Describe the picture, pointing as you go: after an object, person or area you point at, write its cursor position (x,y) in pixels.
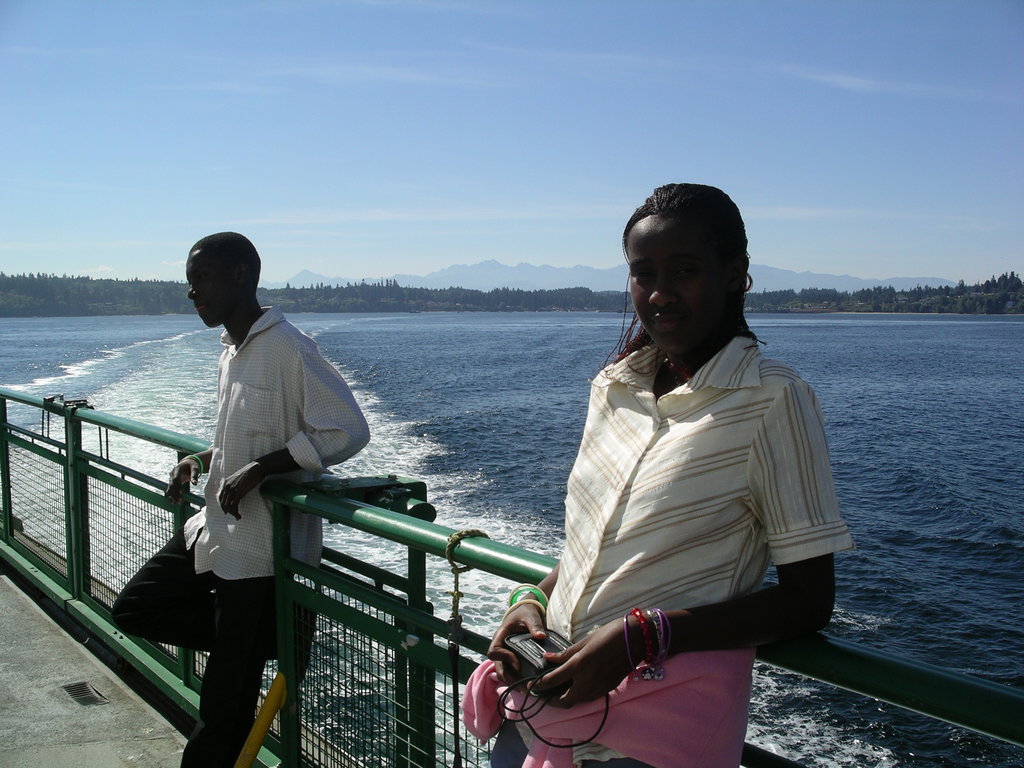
In the image we can see a man (254,520) and a woman (676,524) standing, they are wearing clothes (208,490) and the woman (656,683) is wearing a bracelet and holding an object (531,654) in her hand (536,686). This is a fence (108,484), water (377,464), mountain (478,289), trees (380,287) and a sky (395,134).
